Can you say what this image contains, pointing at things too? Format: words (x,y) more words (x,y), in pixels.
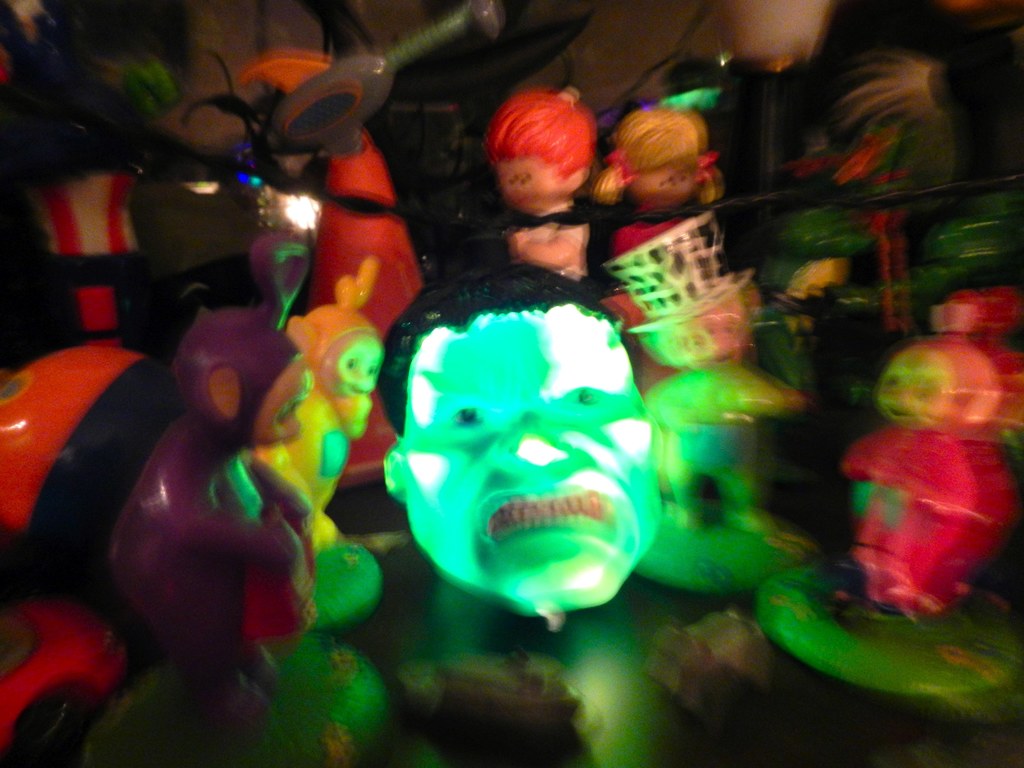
In the foreground of this picture (494,318), there are many toys (197,468) and a man face toy (469,482) in green color is in the center (564,381).
